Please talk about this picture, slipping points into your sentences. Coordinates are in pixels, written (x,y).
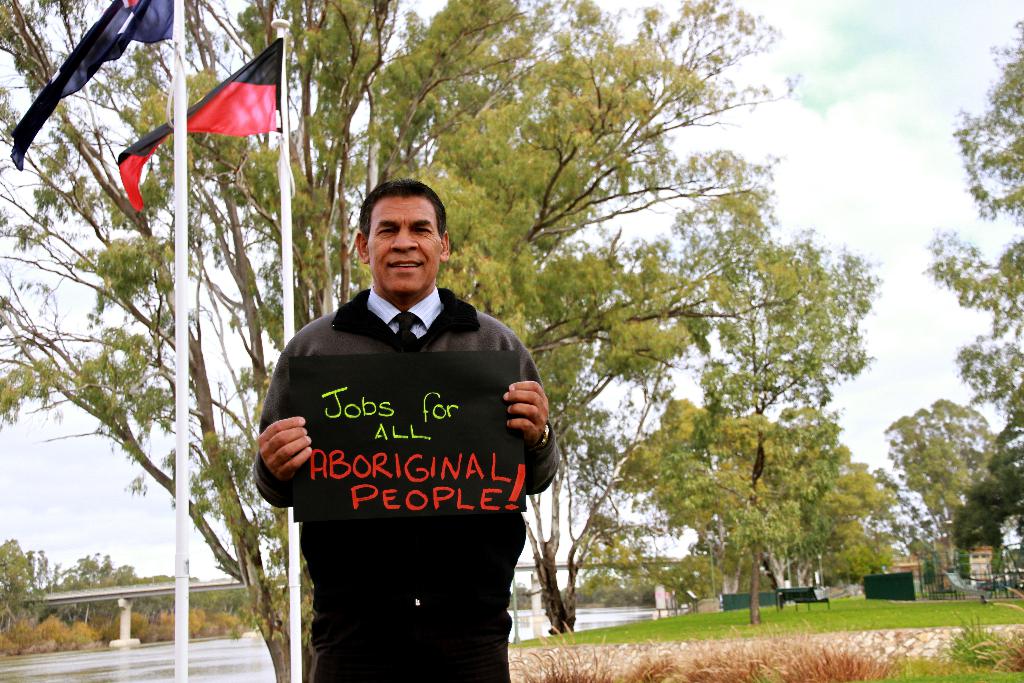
In this image I can see a person (416,345) wearing black colored jacket (446,324) is standing and holding black colored board (461,469) in his hand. In the background (145,59) I can see two flags (199,110), some grass (775,675), few trees (708,461), a bridge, some water (208,643) and the sky (815,144).
